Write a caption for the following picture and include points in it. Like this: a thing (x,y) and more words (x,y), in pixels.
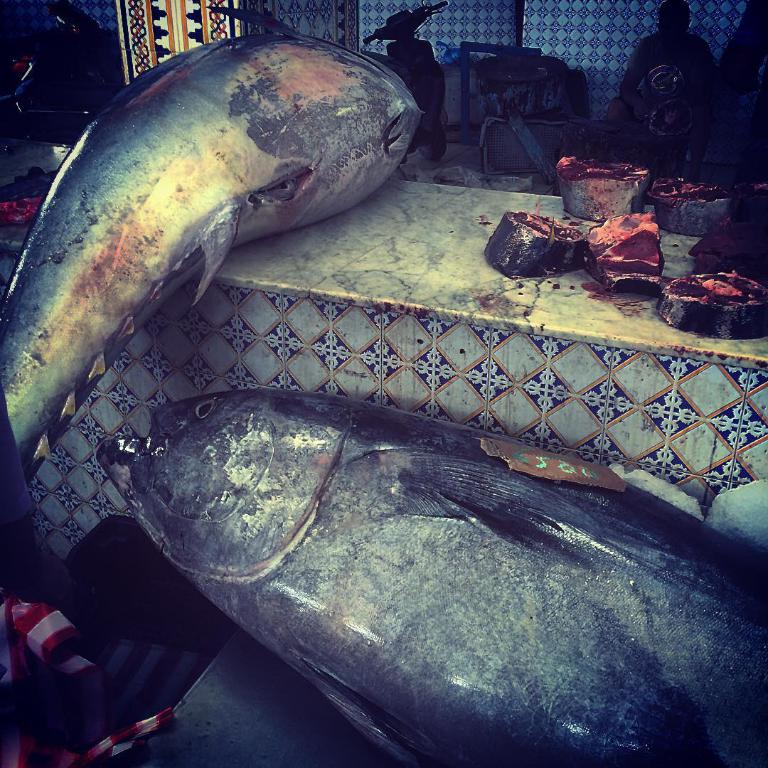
In this image we can see a fish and some pieces (603,245) on the table (526,377). There is a fish (441,468) kept aside. On the backside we can see a scooter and a person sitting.
